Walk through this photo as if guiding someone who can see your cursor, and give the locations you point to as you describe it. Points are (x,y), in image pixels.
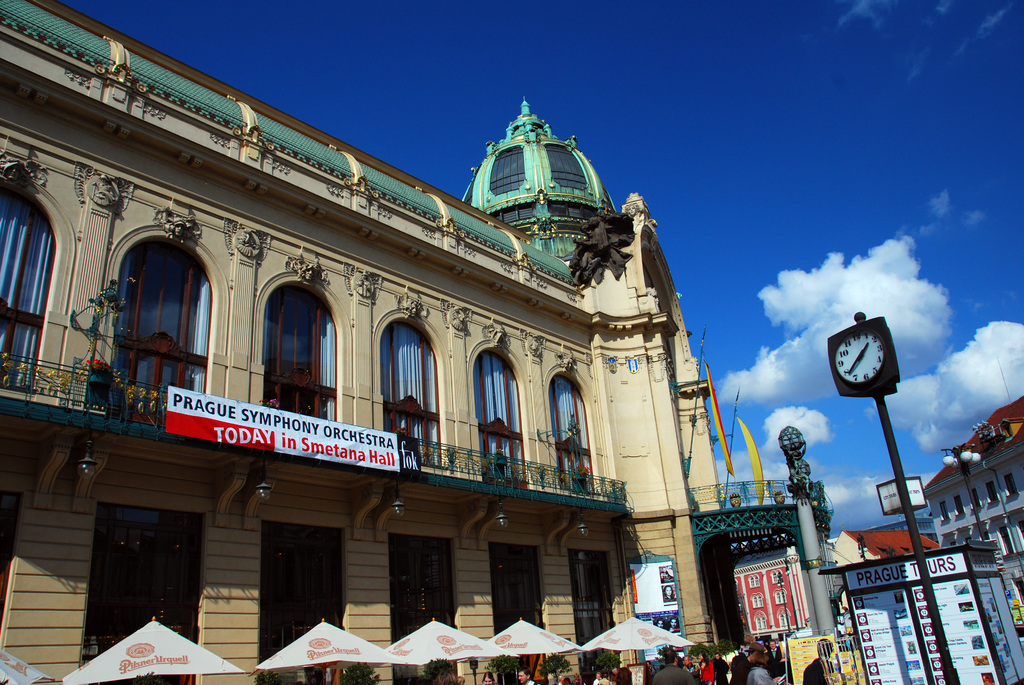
In this picture we can see group of people (761,668), and few umbrellas (439,633), and also we can find few buildings (1020,417), hoardings (245,403), clock (864,333) and metal rods (804,508).
